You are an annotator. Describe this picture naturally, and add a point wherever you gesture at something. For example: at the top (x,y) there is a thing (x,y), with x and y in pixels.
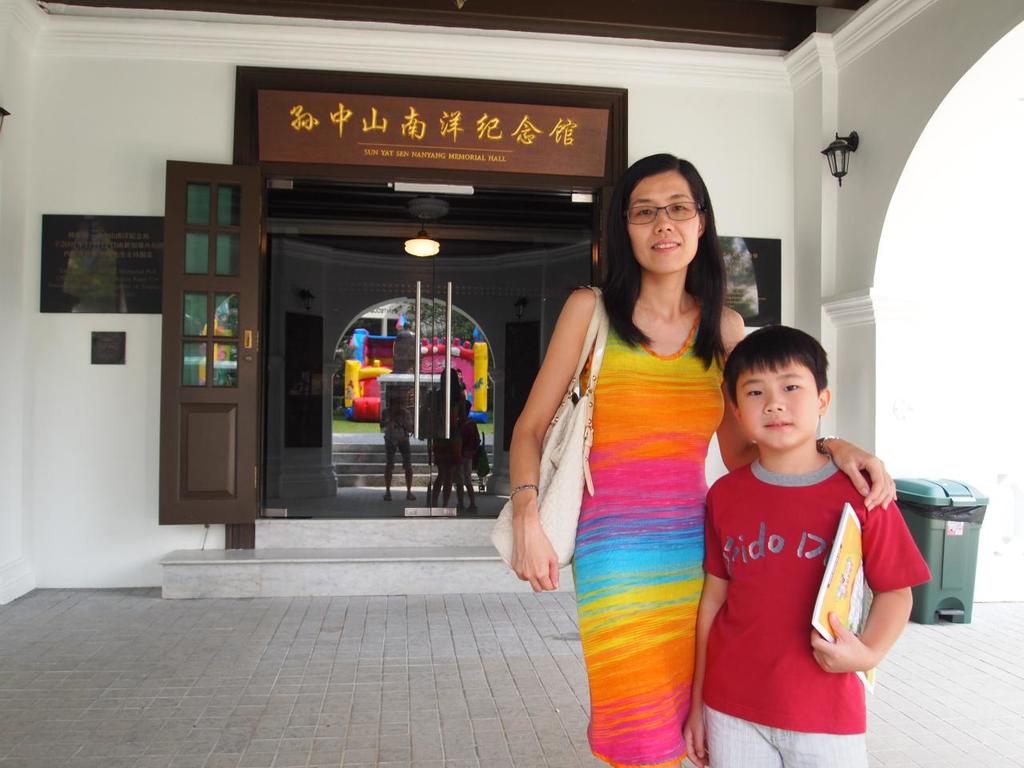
In this image I can see the building (409,277) with boards (56,259) and the glass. To the right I can see the dustbin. Through the glass (354,486) I can see the lights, inflatable (380,374) and the trees (432,316).
